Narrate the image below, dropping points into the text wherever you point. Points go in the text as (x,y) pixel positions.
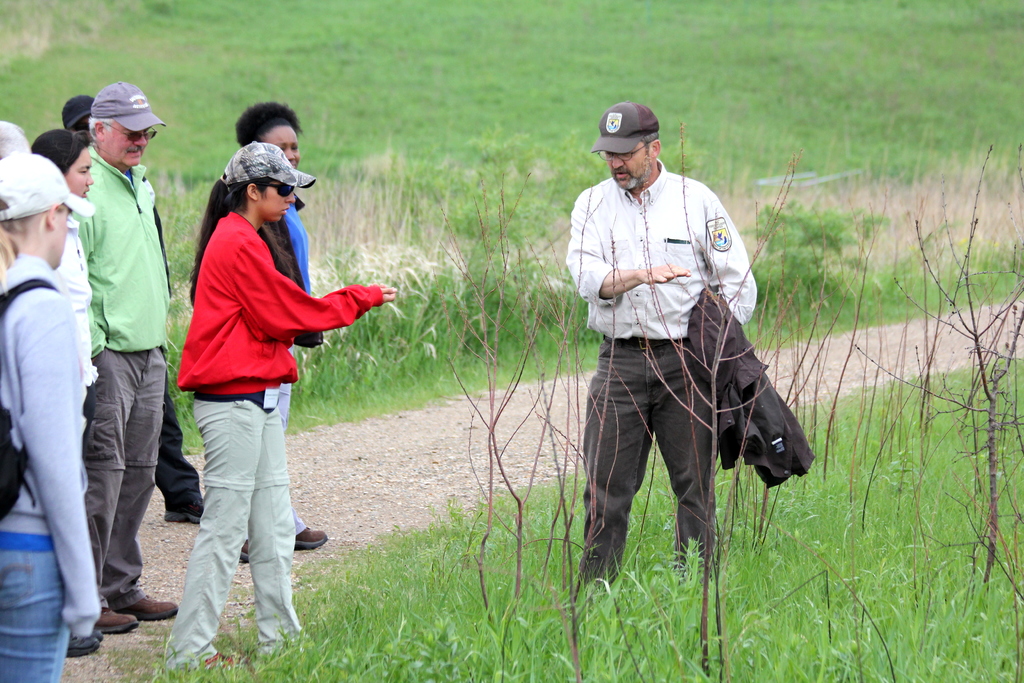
In this image there is a man (734,272) standing, he is holding an object (758,431), he is wearing a cap (631,130), there are group of persons (145,366) standing towards the left of the image (200,358), there is grass (554,70) towards the top of the image (338,116), there is grass (697,572) towards the bottom of the image (656,579), there are plants (492,513) towards the bottom of the image (866,458), there are two women (217,290) wearing caps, there is a woman (29,374) wearing a bag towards the left of the image (33,474).
